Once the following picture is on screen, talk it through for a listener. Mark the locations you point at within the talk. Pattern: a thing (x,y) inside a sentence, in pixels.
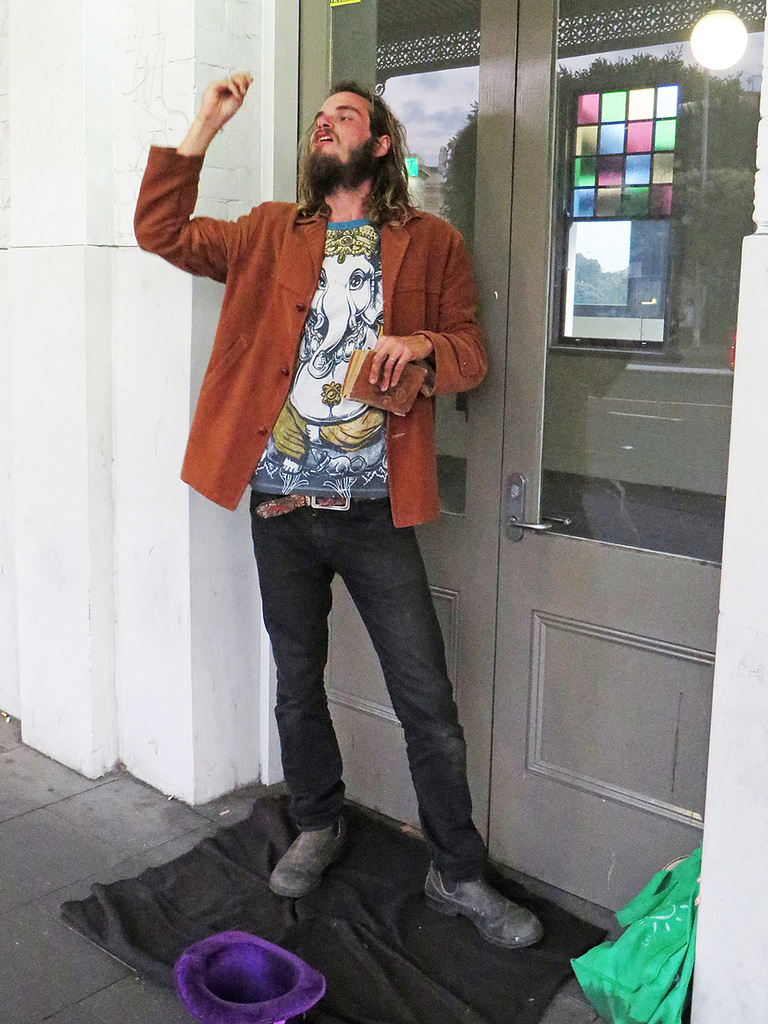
In this image we can see a man (284,495) is standing. He is wearing brown color jacket (271,332) with jeans (430,718). He is holding book (410,376) in his hand (381,356). Bottom of the image (308,928) black color cloth (327,957) and purple hat (240,976) is there on the floor (77,938). Behind the man (417,712) white wall (48,548) and grey color door (566,446) is present. Right bottom of the image (641,935) green color thing (639,962) is there.
